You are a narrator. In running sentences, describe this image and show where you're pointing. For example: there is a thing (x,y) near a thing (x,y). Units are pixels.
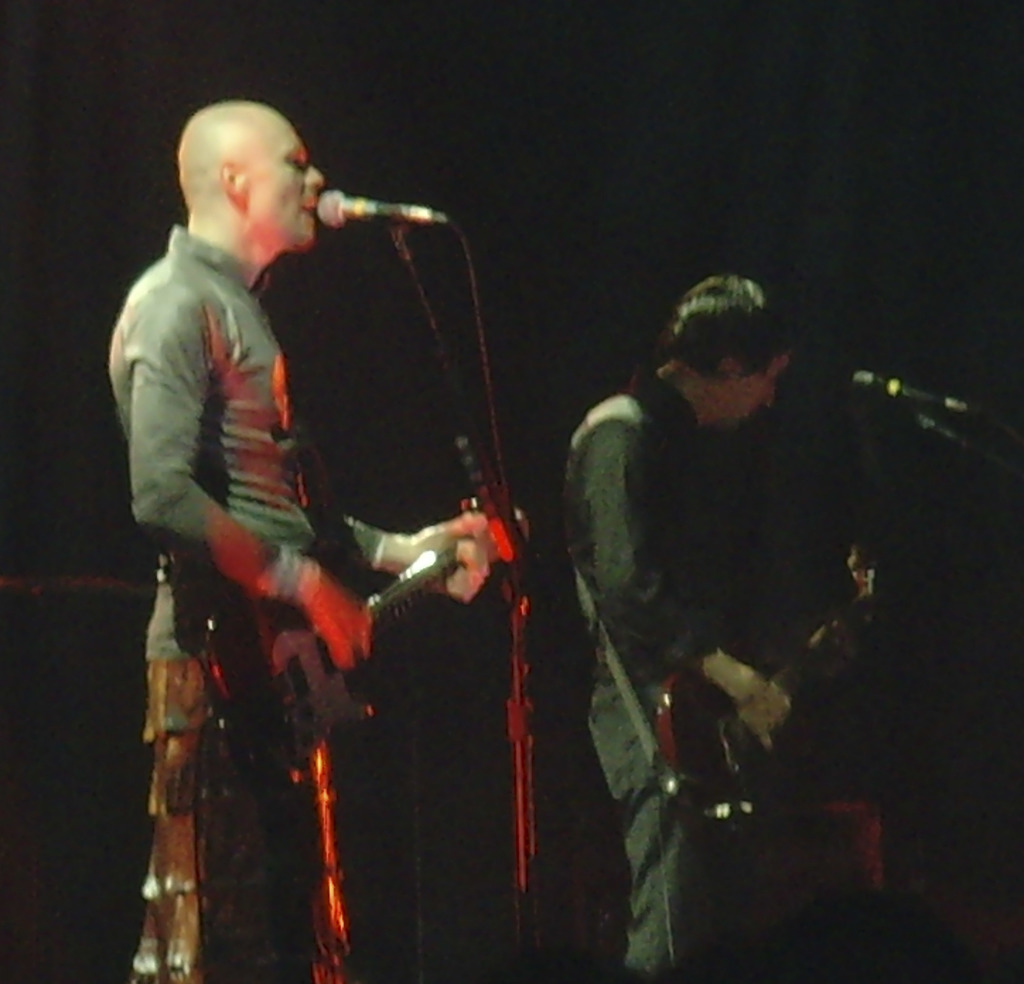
In this picture we can see two persons (242,967) are standing in front of mike (361,204). And they are playing guitar (867,601).
